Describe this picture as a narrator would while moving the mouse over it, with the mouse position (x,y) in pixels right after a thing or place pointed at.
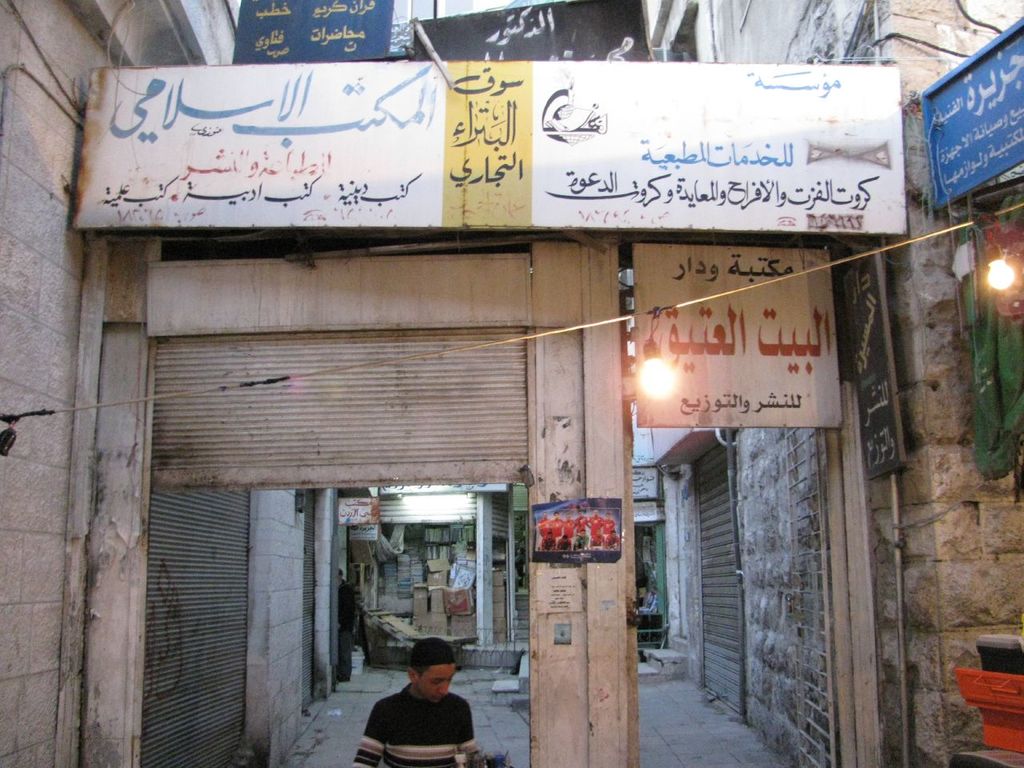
In this image in the middle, we can see a boy (426,735). On the right side (1008,123), we can see some hoardings (1012,101) and a light (987,279). In the background (261,370), we can see a metal door (438,397), hoardings (756,266). On the top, we can see a sky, at the bottom (731,726) there is a land (684,752).
